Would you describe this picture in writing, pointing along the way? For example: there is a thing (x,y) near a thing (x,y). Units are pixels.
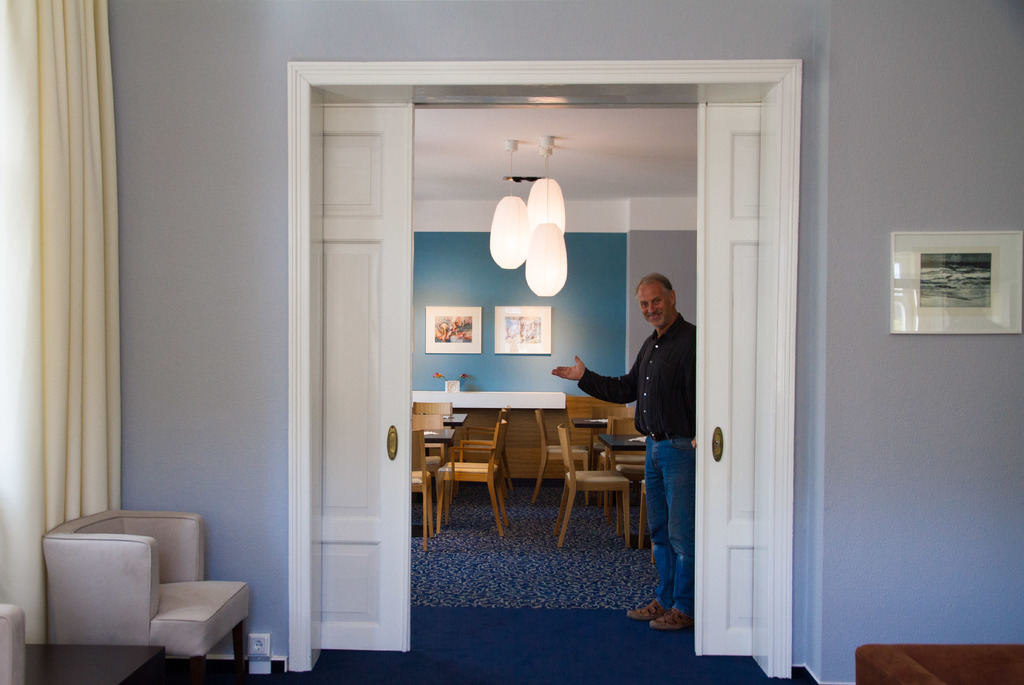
This person (651,382) standing and having smile (652,316). On the background (638,256) we can see wall (573,313), frames (477,326). On the top (533,199) we can see lights (530,232). We can see tables (57,675) and chairs (81,593), curtain (9,88). This is floor (531,617).
